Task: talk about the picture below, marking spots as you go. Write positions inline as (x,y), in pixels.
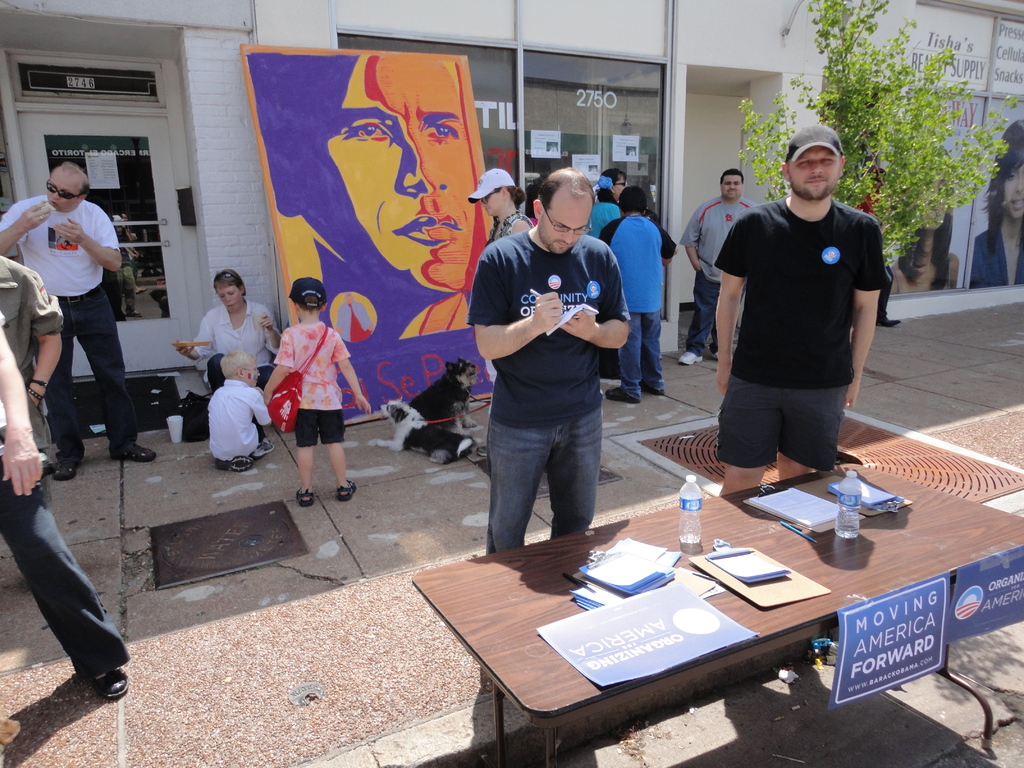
The picture is taken outside a street (419,565). In the right side (910,534) there is table (552,675). On the table (559,687) there are some pamphlet (652,637), some water bottle (684,504), pen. Behind it two persons (796,287) are standing. Out of them one person (559,330) is writing something on a pen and paper (565,319). There is painting (478,240) in the background (400,262). There are many people (308,351) standing in the background (501,187). people (230,322) are sitting there is dog (415,408) behind this person (540,448). There is a tree (881,110) in the right side (900,102). In the background (561,48) we can see one white building (156,75).
